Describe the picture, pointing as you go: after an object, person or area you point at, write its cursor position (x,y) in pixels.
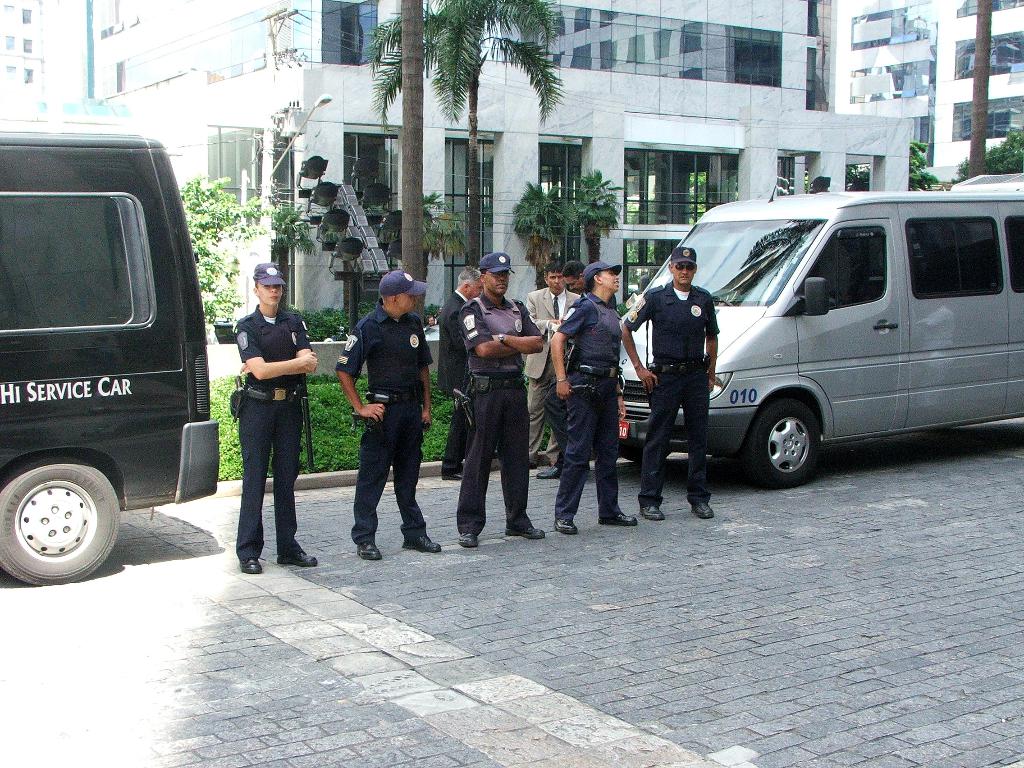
In the image we can see there are eight people (265,425) standing on the road (627,474). The five people (591,335) are over here wearing uniform (261,397) and behind them there are three men (543,309), they are wearing formal suit (554,300) behind them there is a building (449,130) and in front of the building (487,199) there are trees (552,215) and either side of the men (693,386) there are vehicles (98,247) parked.
